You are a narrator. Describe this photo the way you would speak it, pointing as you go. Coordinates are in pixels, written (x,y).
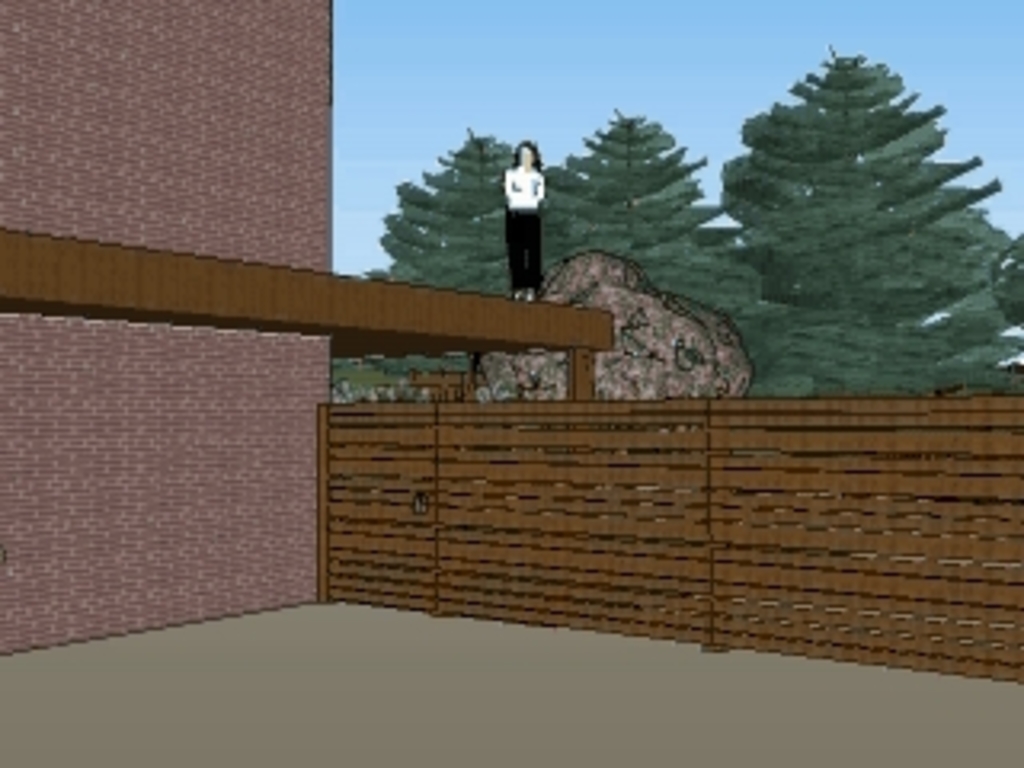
This image looks like an edited photo, in which I can see a building (256,573), fence (580,520), rock (647,332), person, trees (549,242) and the sky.
